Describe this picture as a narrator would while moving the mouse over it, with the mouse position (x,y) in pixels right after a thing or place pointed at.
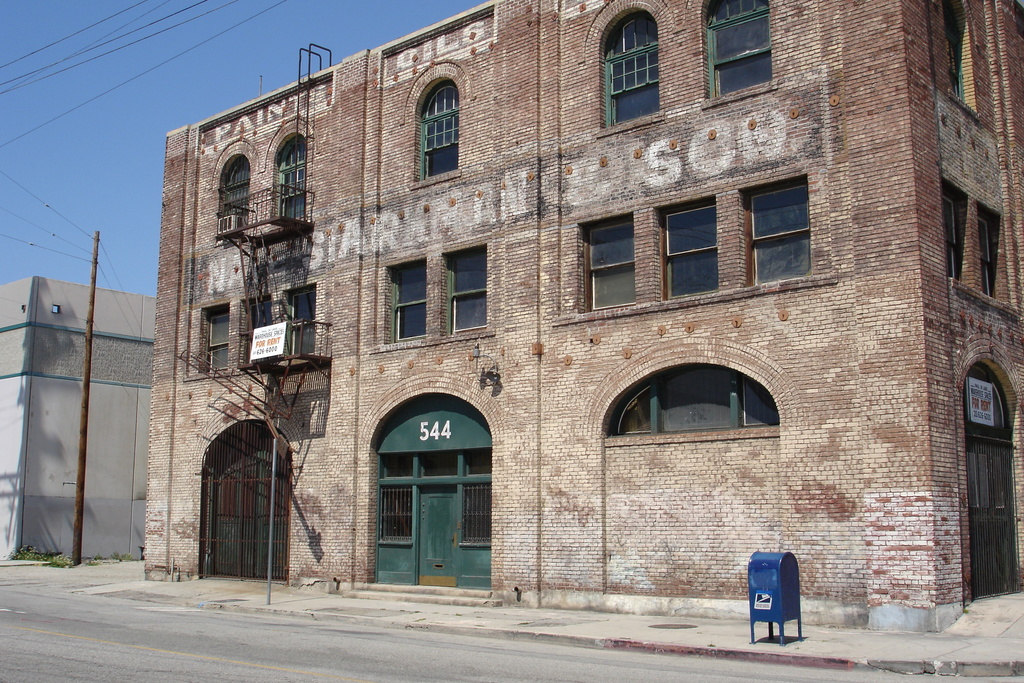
This is a road (291,653). There are buildings (775,293), windows (606,295), doors (1000,554), boards (980,387), and poles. In the background (250,85) there is sky (92,19).
